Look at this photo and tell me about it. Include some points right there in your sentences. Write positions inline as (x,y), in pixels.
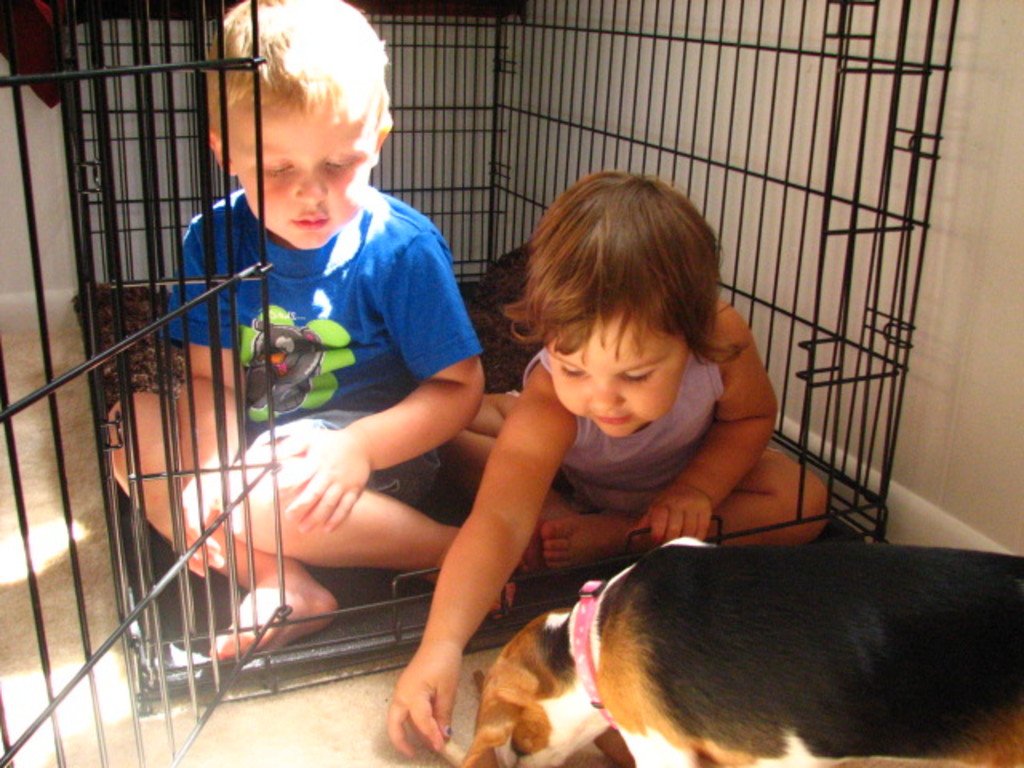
In this image I can see two children (539,447) are sitting in the box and playing with a dog (531,688). the boy (344,354) is wearing blue color t-shirt (302,326). In the background (770,74) I can see a wall (974,112). On the right bottom of the side there is a dog (835,729). The girl (638,448) and the boy (359,249) are looking at this dog (571,701).
